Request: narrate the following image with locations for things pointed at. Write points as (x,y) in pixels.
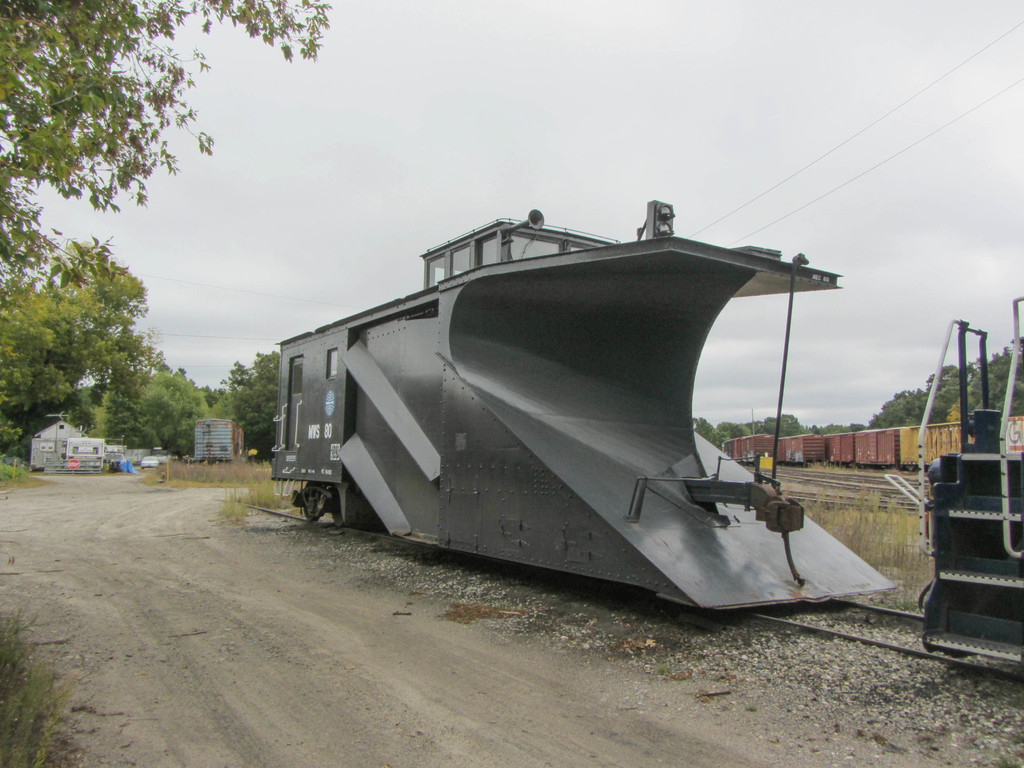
In this picture we can see trains (642,518) on railway tracks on the ground (591,595), here we can see vehicles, sheds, trees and we can see sky (645,126) in the background (648,132).
